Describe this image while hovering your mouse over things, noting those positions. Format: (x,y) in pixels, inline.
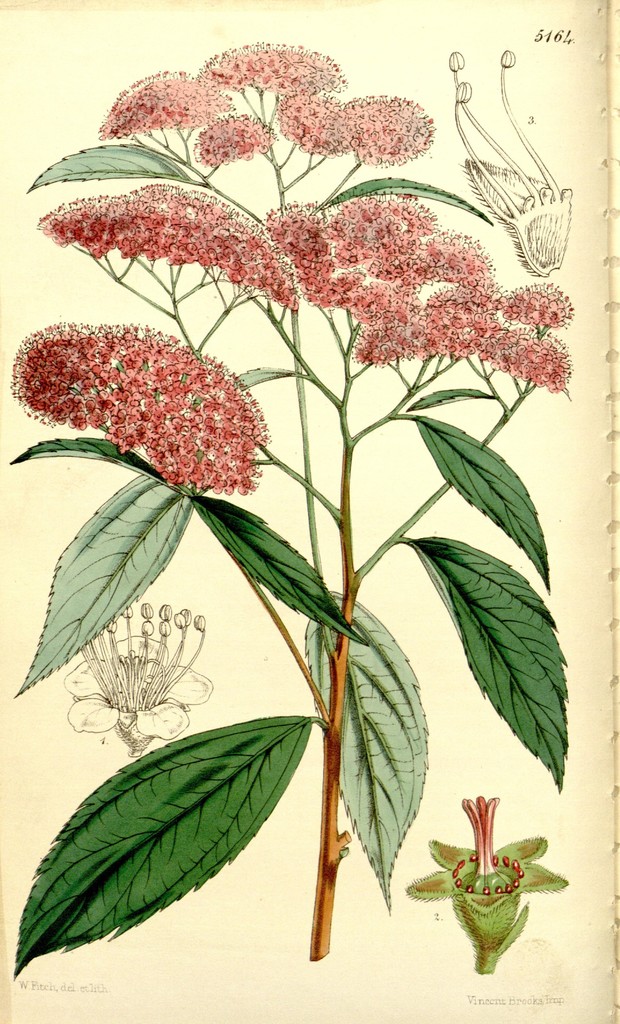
In this image there is an art (222,294) of a plant (259,378) with leaves (433,397) and flowers (204,469).
